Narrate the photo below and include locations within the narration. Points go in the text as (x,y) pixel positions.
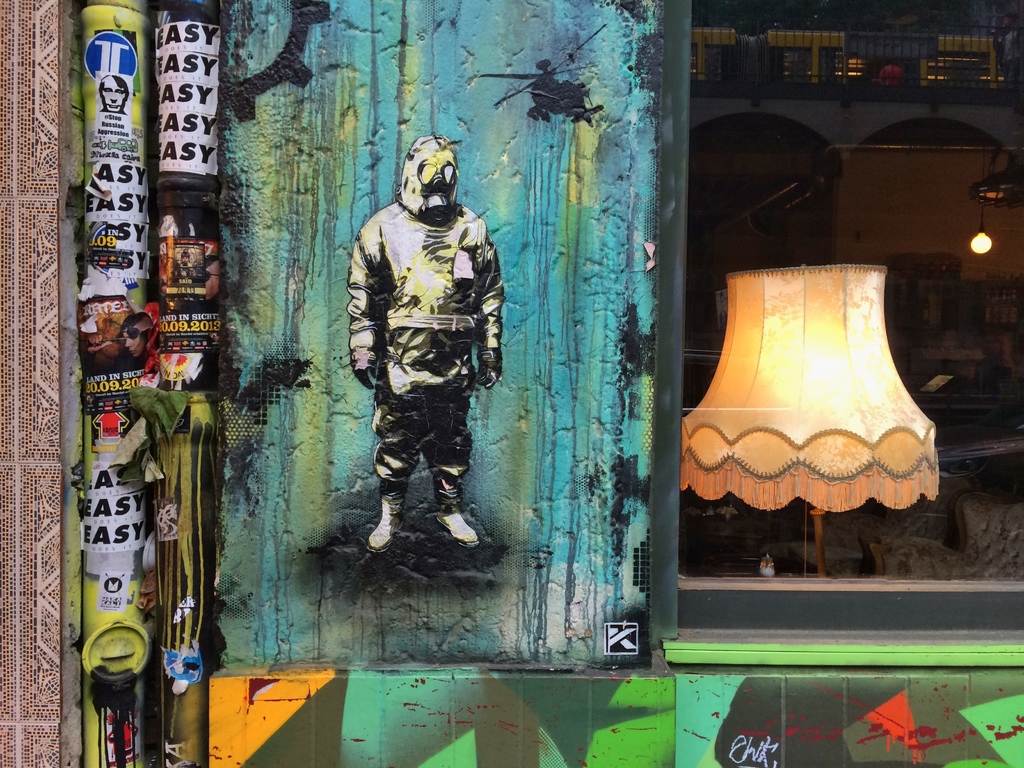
In this image in the front (252,473) on the wall (289,456) there is graffiti (371,371). On the right side (855,388) there is a light lamp (807,437). In the background (854,176) there is wall (903,180) and there is a light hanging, and on the top (909,84) there is fence (910,86) which is black in colour. On the left side (129,418) in the front (123,525) there are pipes (97,553) and there are posters (123,360) on the pipe (121,318) with some text (97,313) written on it.
